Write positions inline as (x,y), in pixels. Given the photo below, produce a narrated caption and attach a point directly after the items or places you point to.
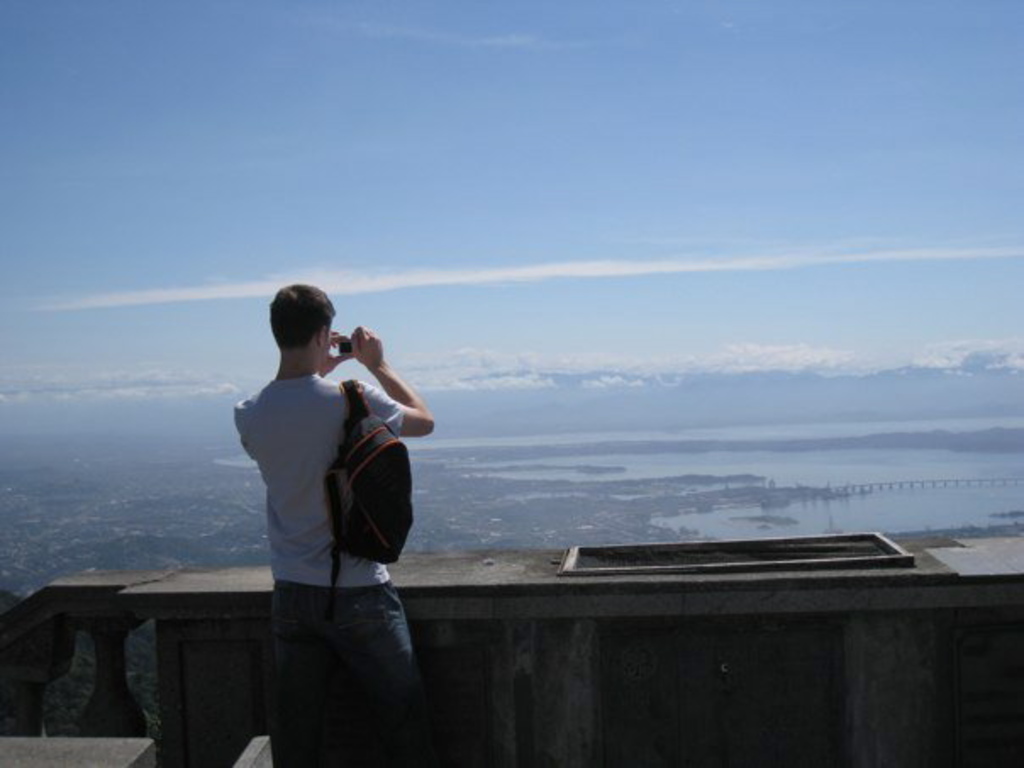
In the center of the image (366,450) we can see person (380,655) standing at the wall (429,576). In the background (705,466) we can see bridge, trees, water (736,464), sky (559,125) and clouds (805,355).
